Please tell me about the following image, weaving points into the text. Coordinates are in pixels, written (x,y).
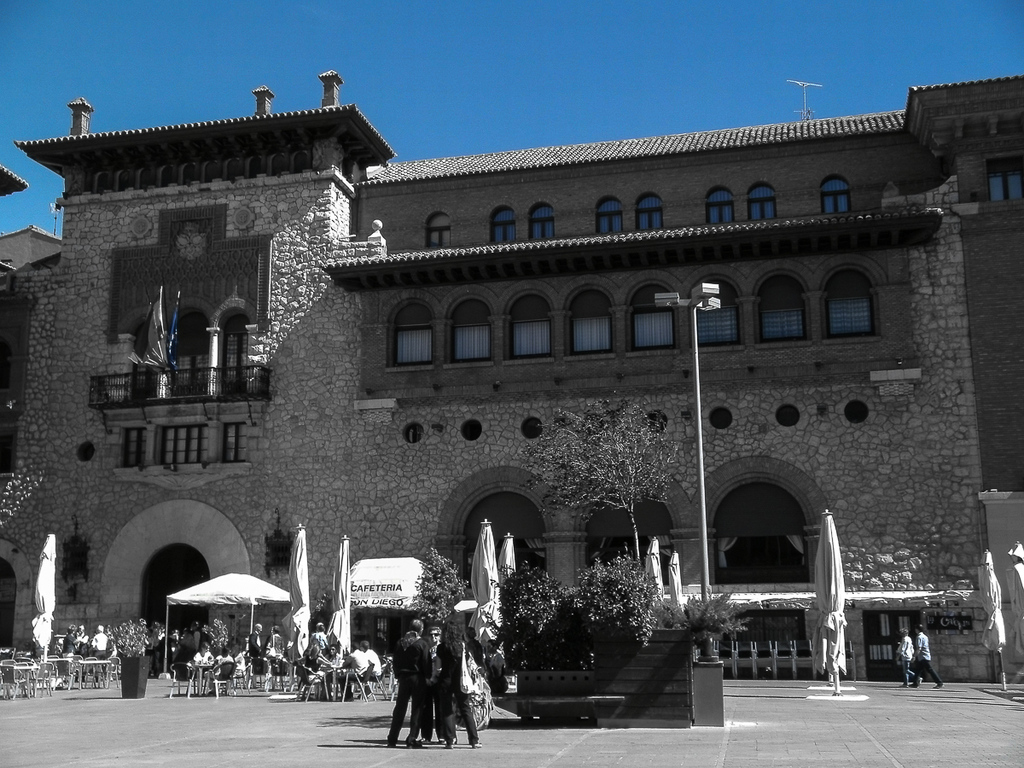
At the bottom of this image (428,647), there are persons (157,635), umbrellas (1023,558) and potted plants (144,634). Some of the persons (302,659) are sitting on chairs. In the background (400,460), there are buildings (97,235) which are having windows (872,279) and roofs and there is blue sky (42,199).
